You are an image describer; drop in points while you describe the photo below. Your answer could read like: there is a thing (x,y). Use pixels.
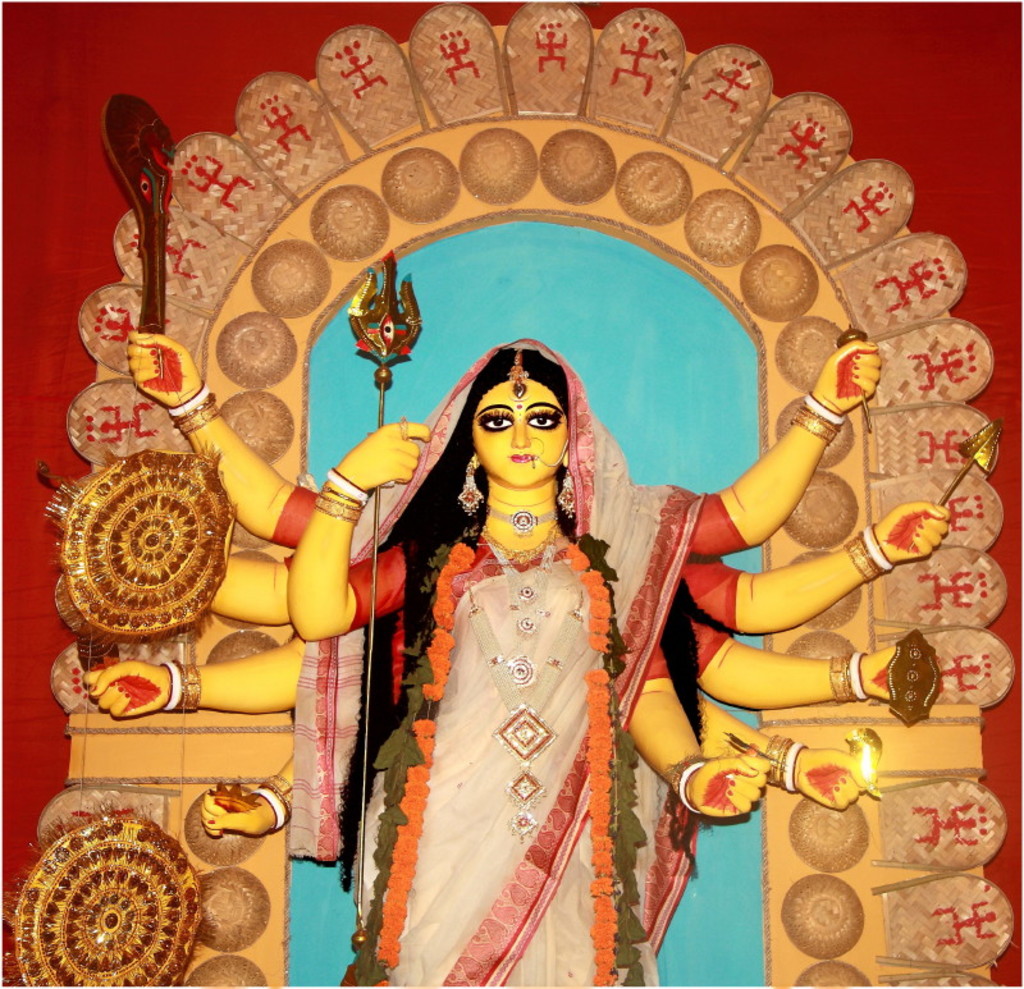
In this image I can see a statue (261,484) and the statue (615,699) is wearing cream and red color saree (566,742). Background (857,96) the wall (894,142) is in red, brown and blue color.
